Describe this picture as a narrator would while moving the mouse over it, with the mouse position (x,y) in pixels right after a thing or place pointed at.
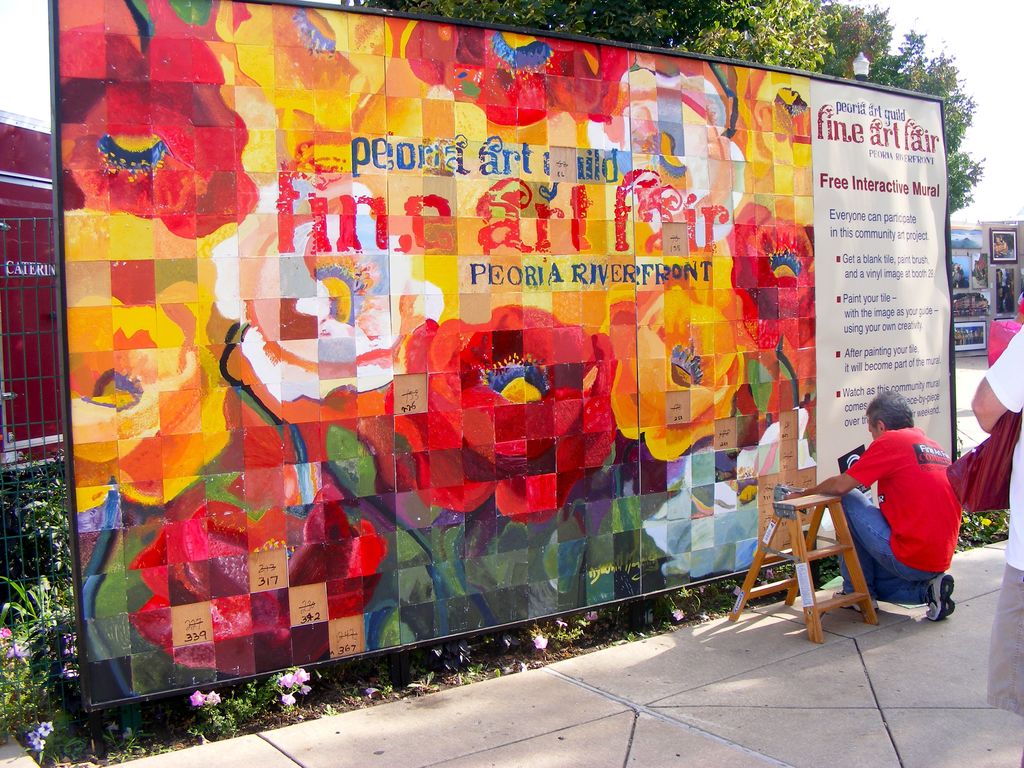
In the picture we can see a board (915,378) with a painting (205,371) and some information (901,379) beside it and near it, we can see a man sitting on the knee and behind the board (755,275), we can see the plants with flowers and the part of the tree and beside it we can see some photo frames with paintings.
